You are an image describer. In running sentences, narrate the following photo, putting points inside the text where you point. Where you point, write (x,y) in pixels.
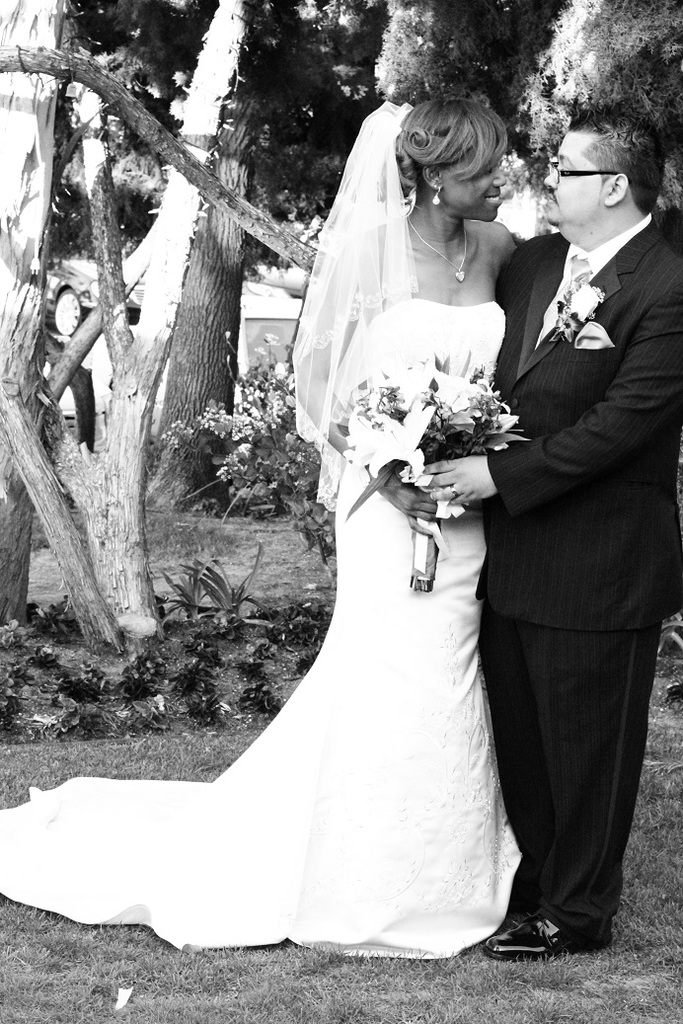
This is a black and white image. I can see two persons (526,607) standing on the grass (356,1000) and holding a flower bouquet (413,566). In the background (142,591), there are trees (122,587) and plants (246,461).
